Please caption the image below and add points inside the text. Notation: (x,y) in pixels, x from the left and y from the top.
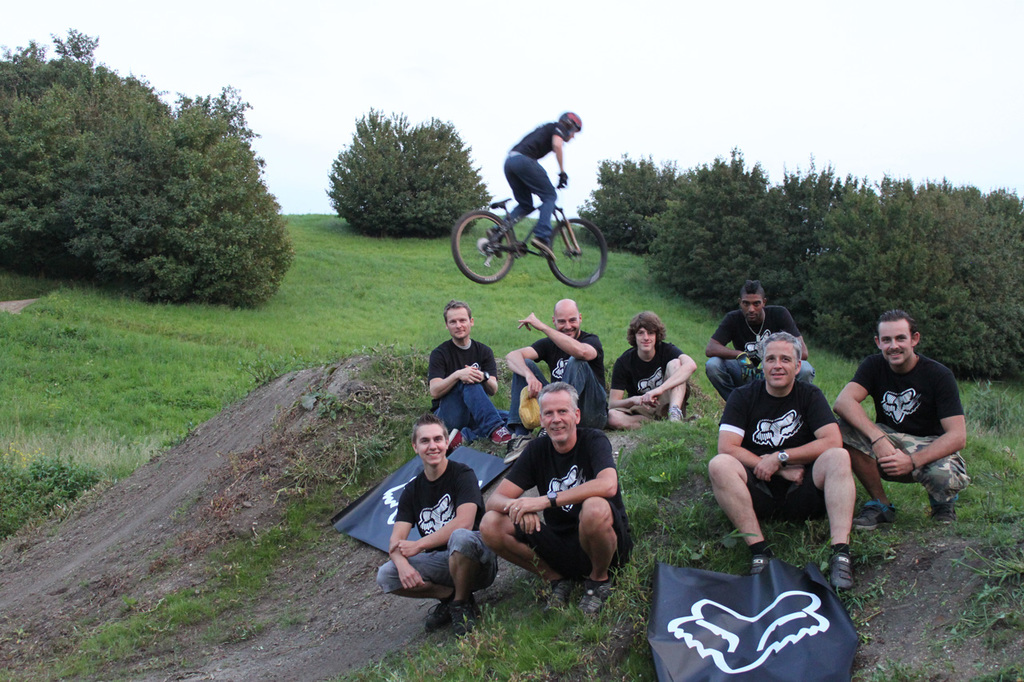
In this picture, There is grass (888,674) on the ground (296,325) in green color, There are some people (941,409) sitting and there is a black color bag (736,653), In the background (505,256) there is a man (544,229) riding the bicycle (511,254) which is in black color, There are some green color plants (688,254), There is sky (416,100) which is cloudy and in white color.
